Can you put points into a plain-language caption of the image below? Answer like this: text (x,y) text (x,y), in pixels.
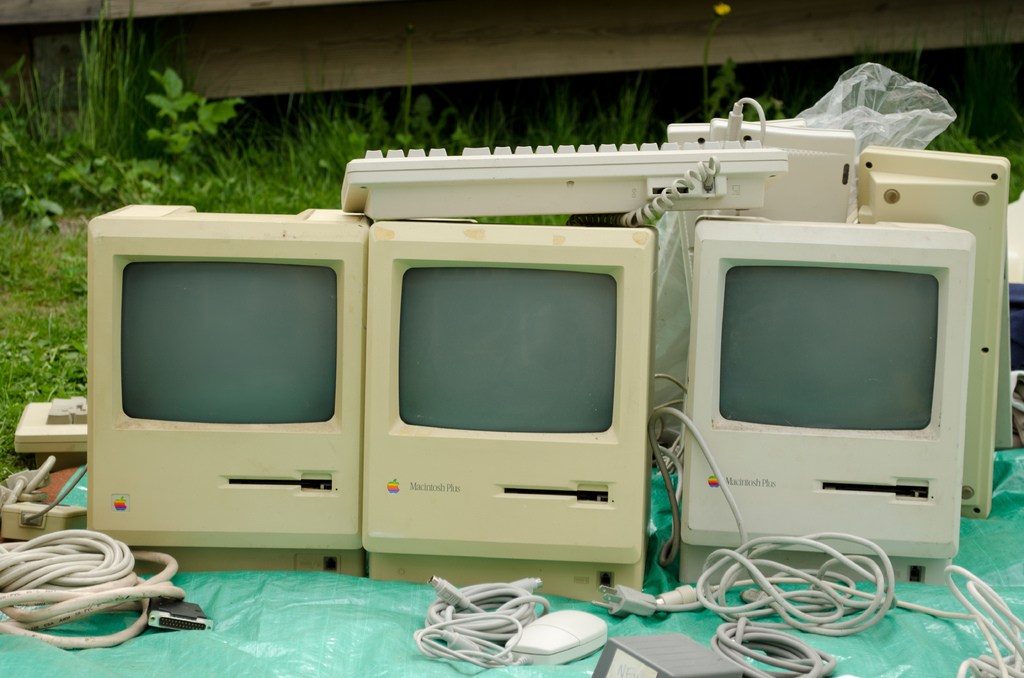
In this picture we can see a cover (355,634) at the bottom (276,628), there are three monitors (793,416), keyboards (933,190), and mouse (537,640) and some wires (788,611) present on the cover (287,640), in the background (47,210) there are some plants (95,143).
